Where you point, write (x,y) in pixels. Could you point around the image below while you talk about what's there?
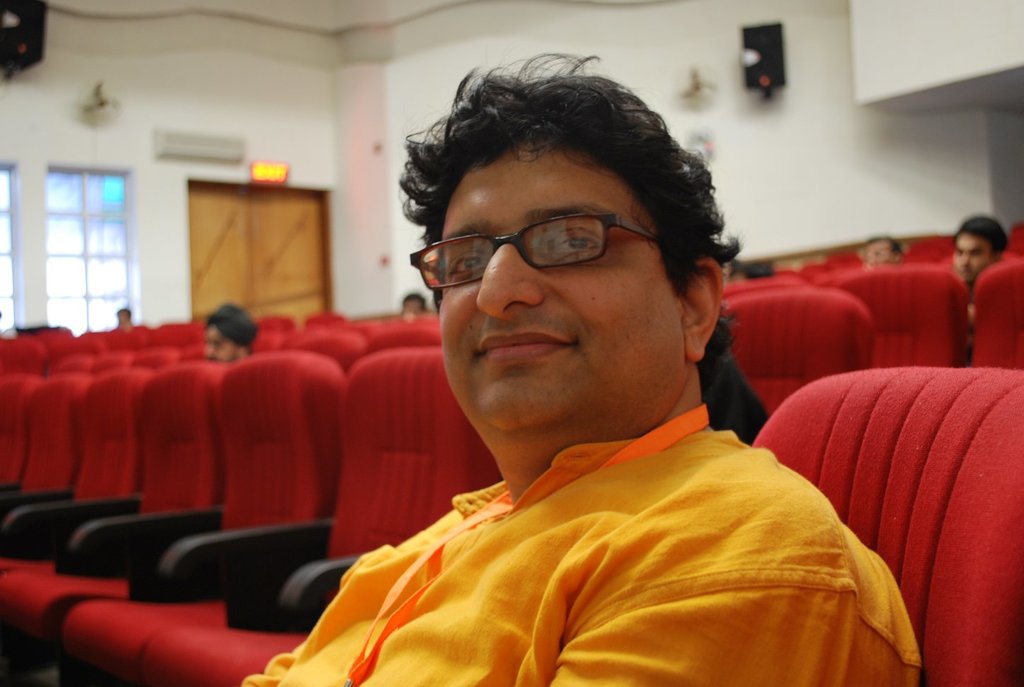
In this image we can see a person (716,437) is sitting on the chair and he wore a yellow color dress (695,519) and glasses (551,260). In the background of the image (235,342) we can see some people (243,352) are sitting on the chairs (287,331), but it is in a blur.
